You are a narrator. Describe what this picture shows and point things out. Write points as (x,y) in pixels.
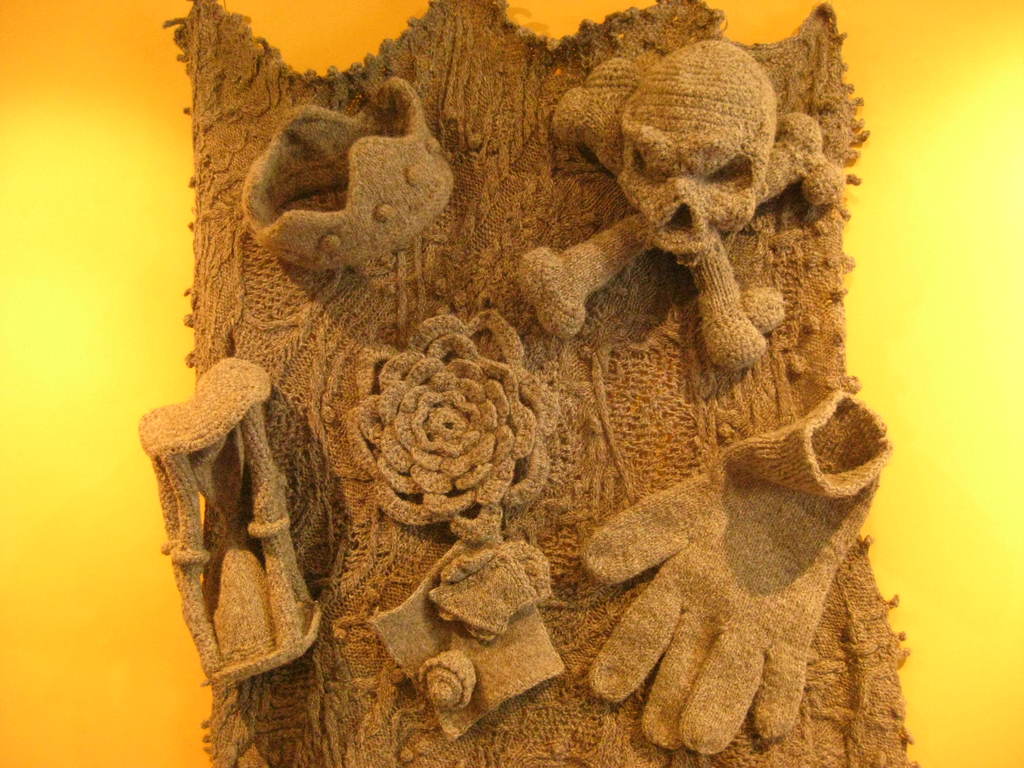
In the foreground (492,393) I can see a wool cloth (544,541) on which I can see a skeleton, glove (715,538), flower (499,446), crown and so on. In the background (895,279) I can see orange and yellow color. This image is taken may be in a house (120,517).
